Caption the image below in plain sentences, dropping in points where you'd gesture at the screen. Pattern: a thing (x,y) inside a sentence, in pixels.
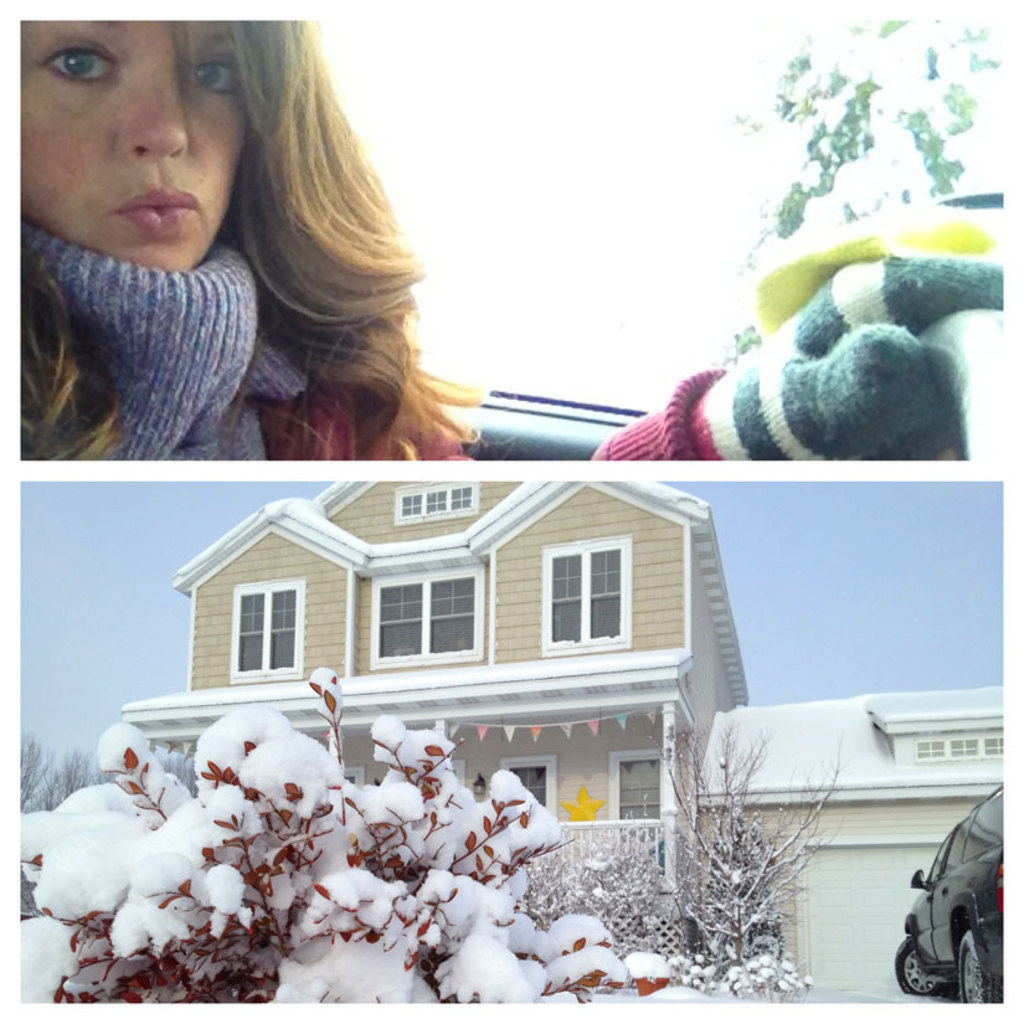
In this picture I can see the collage image. I can see the house (448,714), trees (515,868), snow (429,843) and car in the parking space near to house (399,592) in it. I can see the face (213,225) of a person (213,225) in it.
